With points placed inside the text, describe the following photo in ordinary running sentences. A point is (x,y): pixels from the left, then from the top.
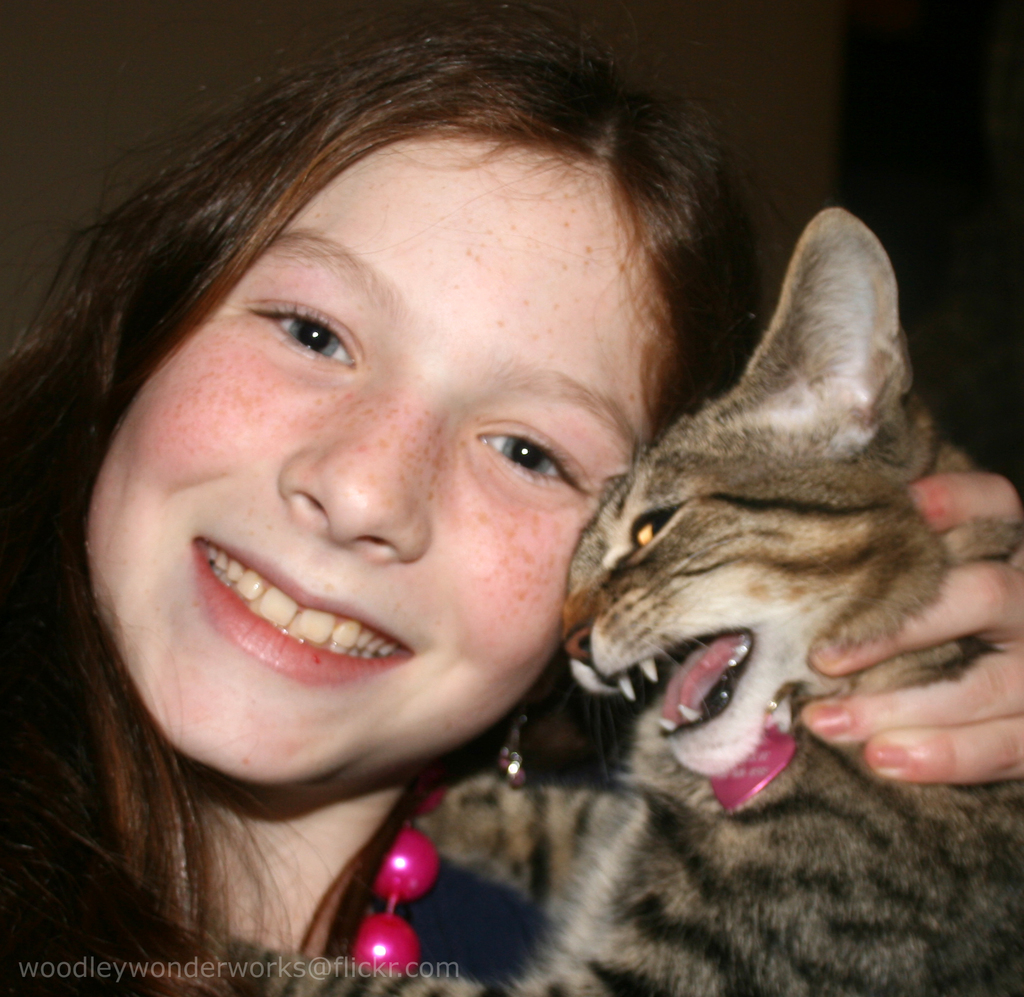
In this picture we can see a girl (386,469) and she is holding a cat (723,633).
